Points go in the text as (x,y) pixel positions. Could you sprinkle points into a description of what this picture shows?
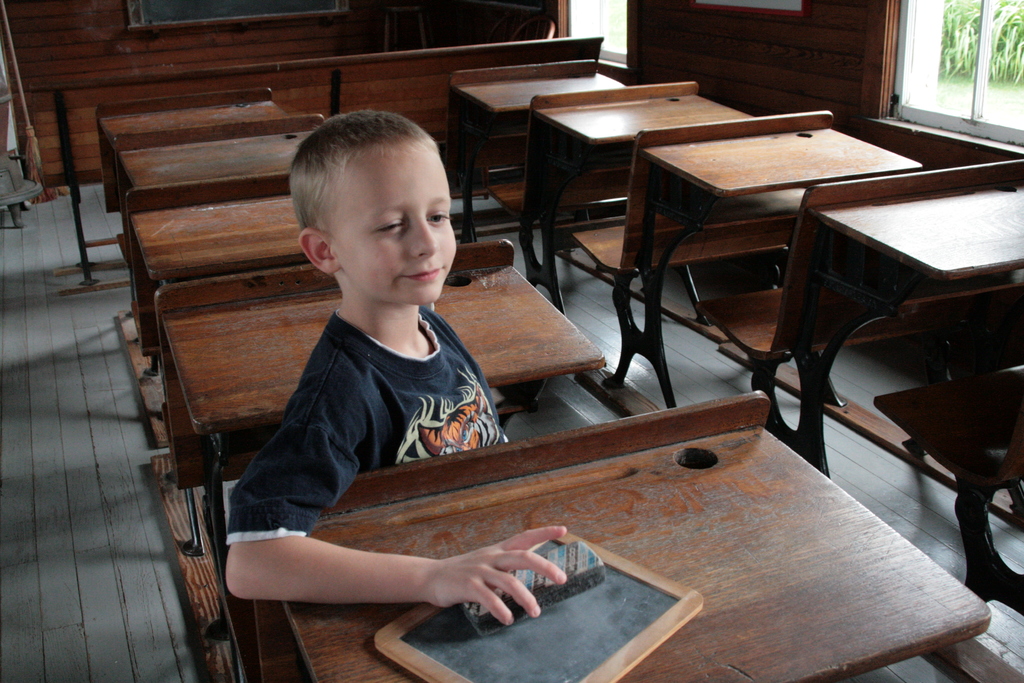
This image is clicked in a classroom (208,291). There is a boy (373,118) sitting in a chair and wearing a black t-shirt (380,413). There are many benches (802,235) in this room (860,483). They are made up of wood (225,272). To the right (916,84), there is a window (907,44) through which plants (975,49) are seen.
